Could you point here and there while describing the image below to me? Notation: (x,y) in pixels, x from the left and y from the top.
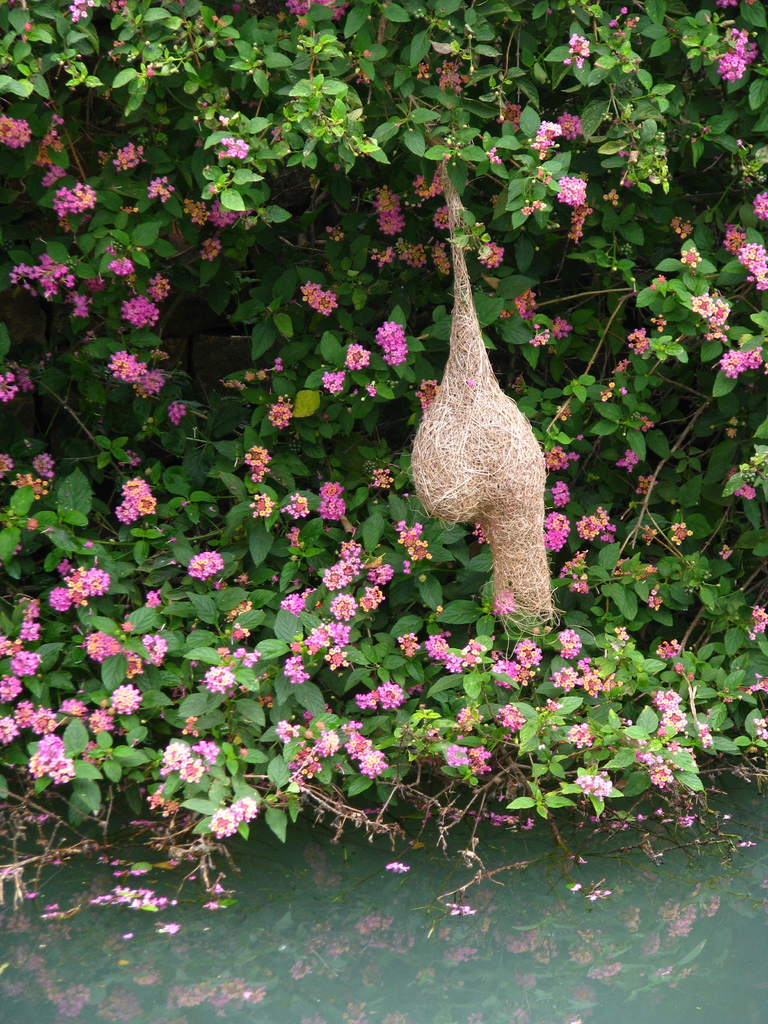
In this picture we can see some water (507,838), some flowers (217,206) to the tree (256,148) and also we can see bird nest (491,473) to the trees (435,304).
